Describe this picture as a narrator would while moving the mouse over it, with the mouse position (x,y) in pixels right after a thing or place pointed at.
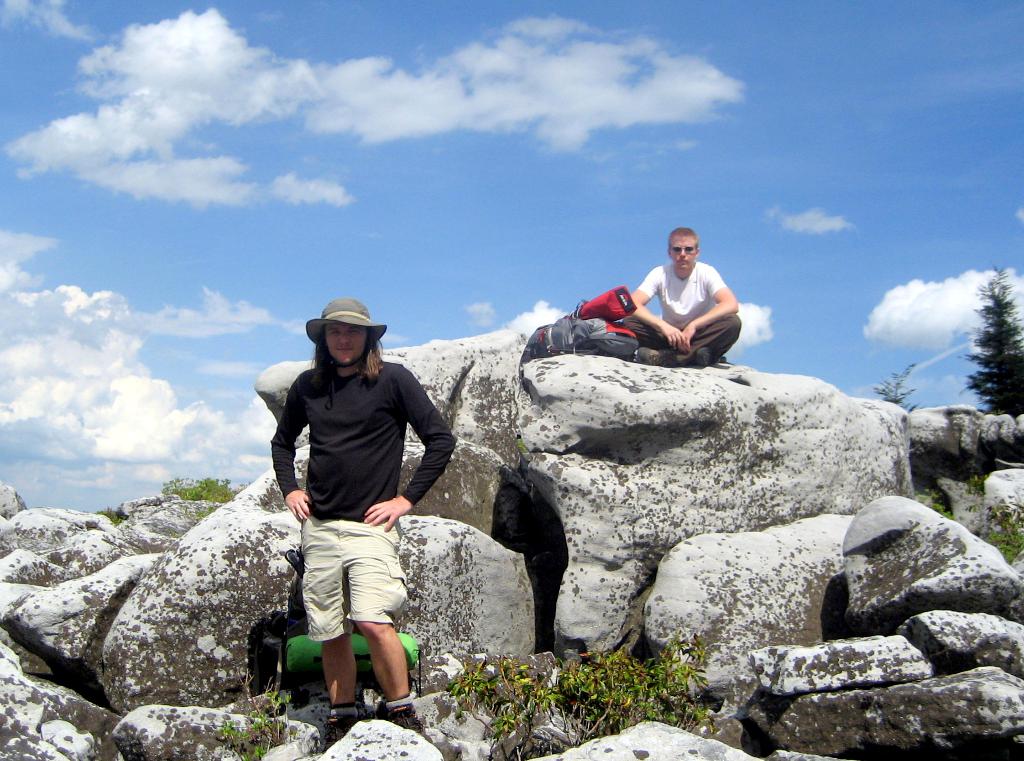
In this image we can see few persons (678,346). A person (661,358) is sitting on the rock (647,375). A person (360,415) is standing and wearing a hat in the image. There are few objects (359,655) on the ground (466,733). There are few plants (679,659) in the image. There is a tree (978,363) at the right side of the image (981,359). We can see the clouds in the image.
